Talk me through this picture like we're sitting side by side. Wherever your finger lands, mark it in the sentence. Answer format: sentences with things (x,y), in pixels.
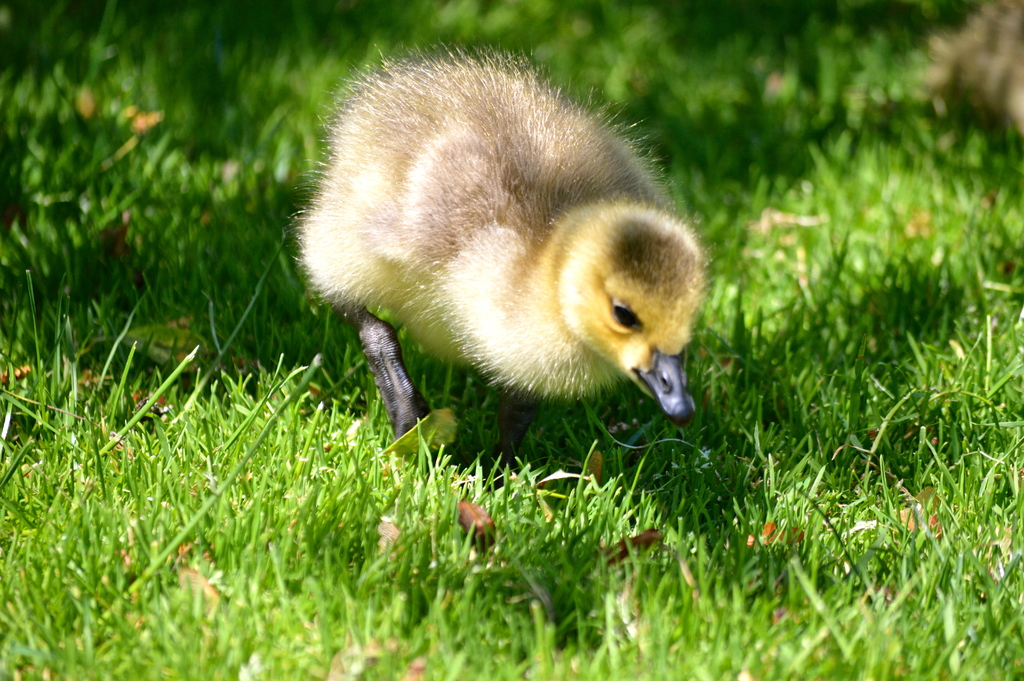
In this picture there is a duck (320,241) in the center of the image (528,260), on the grassland (230,288).
